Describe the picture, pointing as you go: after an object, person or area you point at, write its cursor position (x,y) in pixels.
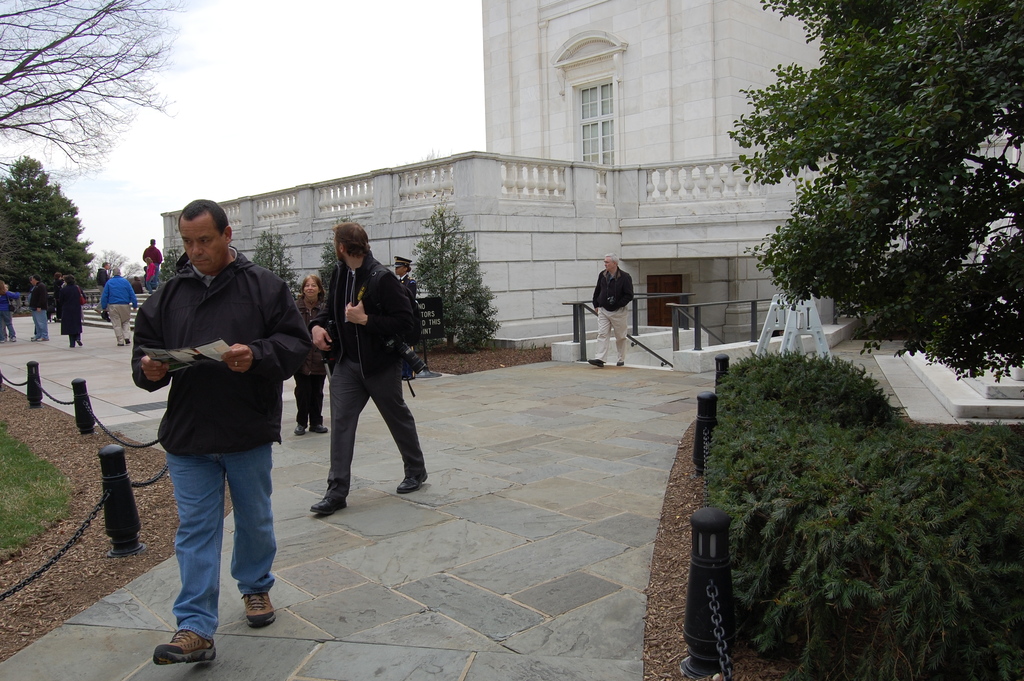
In this image in the foreground (299,313) there are few peoples (210,245) and small poles (122,470), on which there are chains (89,404) attached, bushes (865,509), plants (261,251), there is a building (575,221), at the top (386,157) there is a sky (386,157) and trees (19,66) visible on the left side (12,91), on the right side (962,69).
